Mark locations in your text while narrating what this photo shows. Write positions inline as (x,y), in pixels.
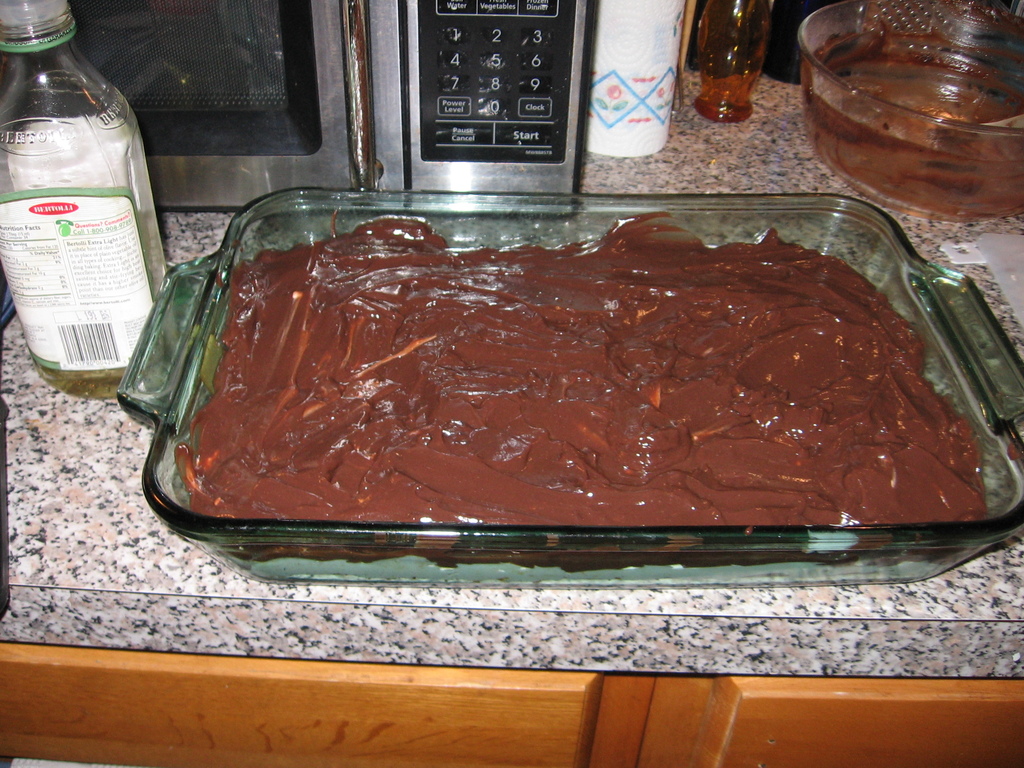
In the center (513,468) we can see food item (705,398), bottle (113,208), microwave (428,87) and some objects (586,199).
